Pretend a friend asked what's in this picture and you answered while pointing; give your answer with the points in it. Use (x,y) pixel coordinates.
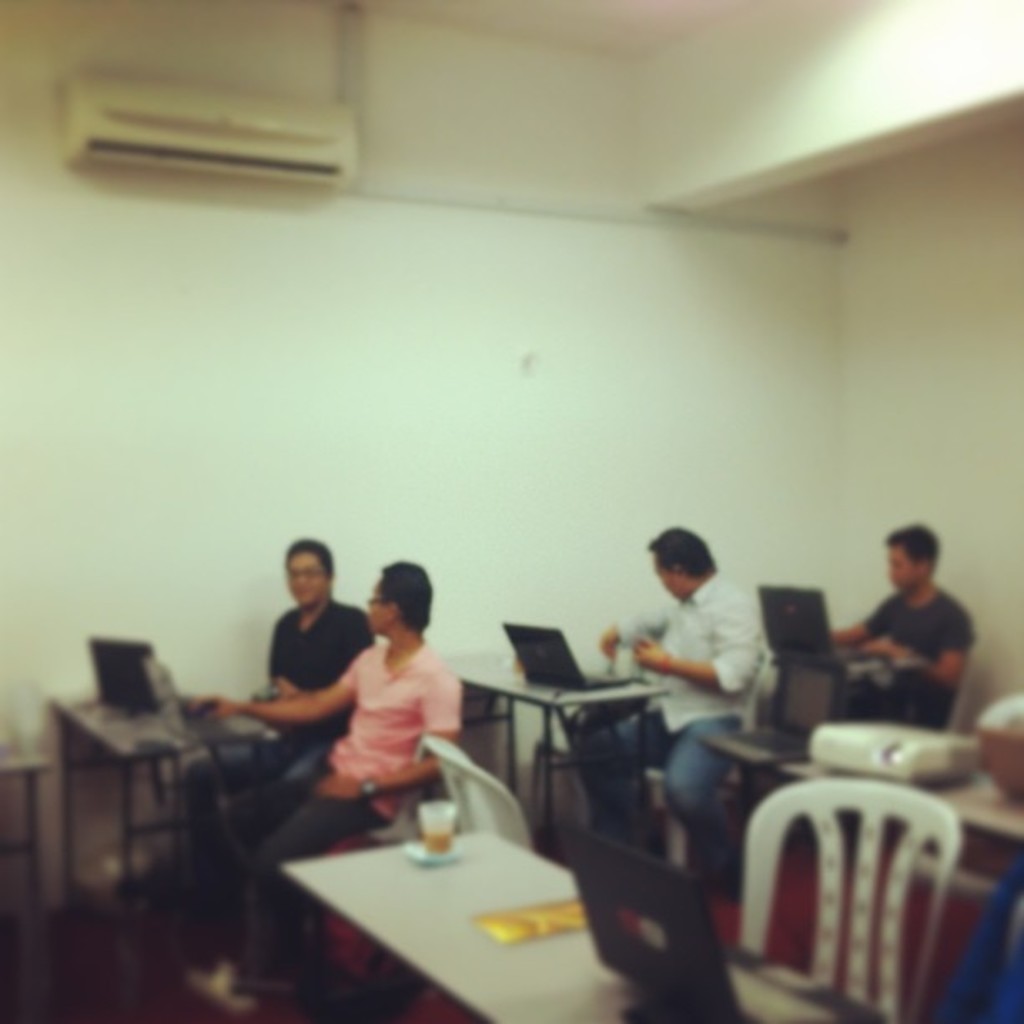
In this image there are group of persons (440,664) who are sitting in a room (459,719) on the chairs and doing some work at the top of the image (317,157) there is a A. C (301,135). attached to the wall (651,289).
